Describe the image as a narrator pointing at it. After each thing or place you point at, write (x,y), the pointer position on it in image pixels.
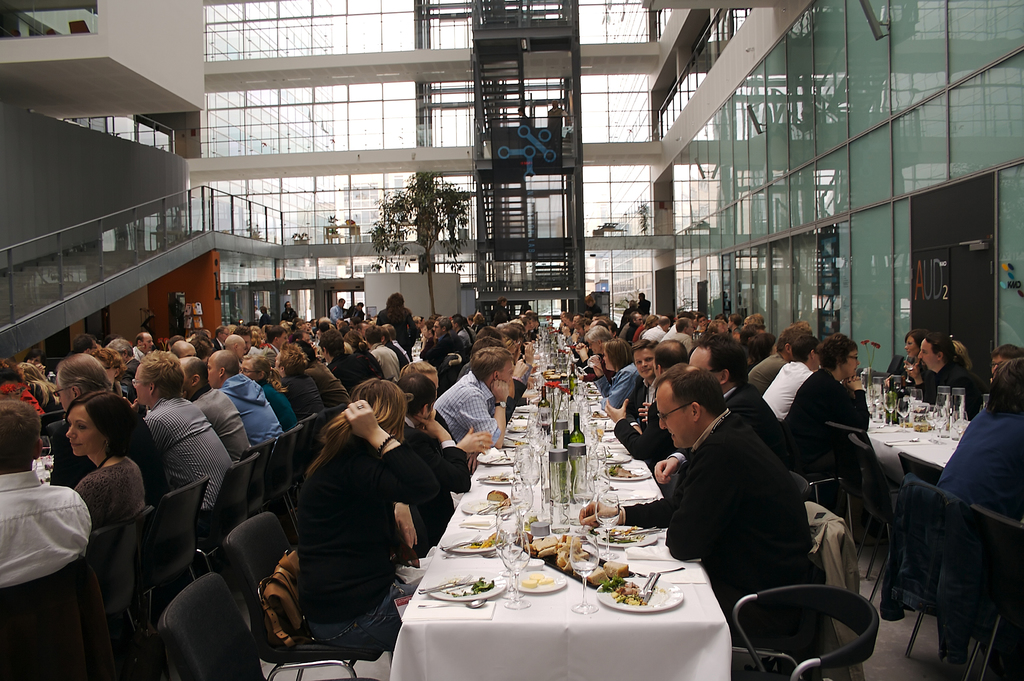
This is a picture consist of number of group of people (804,426) gather around the table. On the table (471,557) there are the bottles (580,440) and plates (474,575) and food item (527,580) kept on the plates (555,585), on the middle (431,241) i can see a tree (414,225) in front the wall (375,146).
